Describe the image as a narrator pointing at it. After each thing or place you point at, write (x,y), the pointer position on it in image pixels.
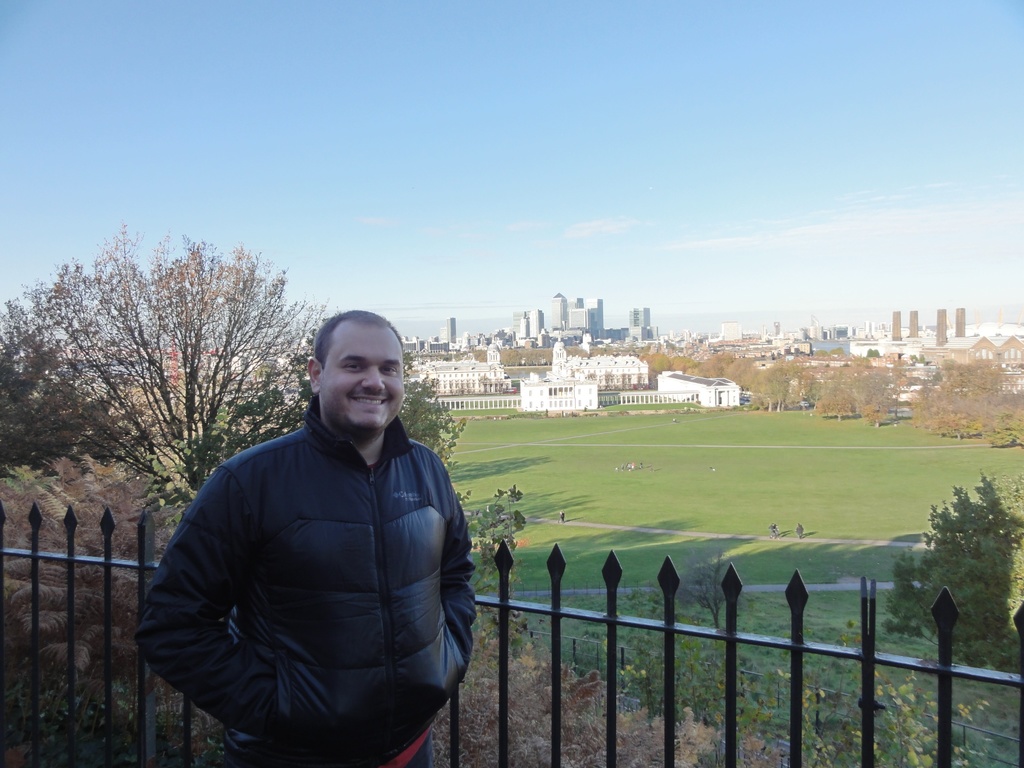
In this picture I can observe a man (411,623) standing in front of a railing (501,635). He is smiling. In the background (504,397) I can observe buildings (561,352), trees (522,360) and sky (472,161).
